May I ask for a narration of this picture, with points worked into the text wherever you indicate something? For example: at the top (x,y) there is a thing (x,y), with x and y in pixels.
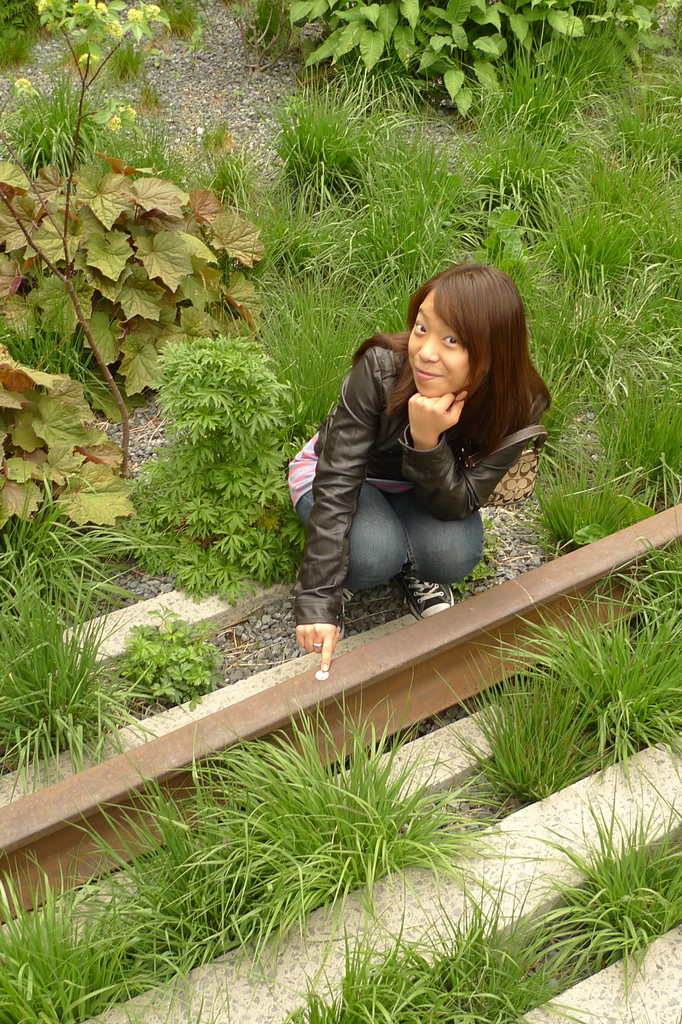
In this image a lady (383,444) is in a crouched position. On the ground (383,775) there are grasses (195,895), plants (151,333).
